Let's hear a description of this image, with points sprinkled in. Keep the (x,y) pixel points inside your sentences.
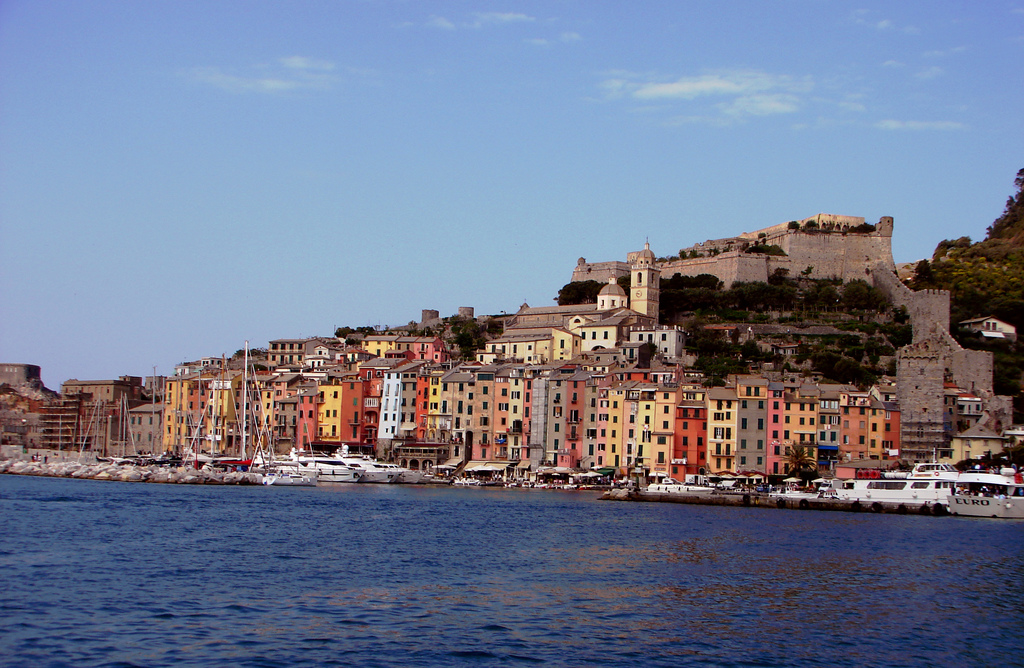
In this image I can see few boats (575,484) on the water (641,533) and they are in white color. Background (182,392) I can see few buildings (221,417) in orange, yellow, white and cream color. I can see trees (955,301) in green color and the sky (575,171) is in white and blue color.
